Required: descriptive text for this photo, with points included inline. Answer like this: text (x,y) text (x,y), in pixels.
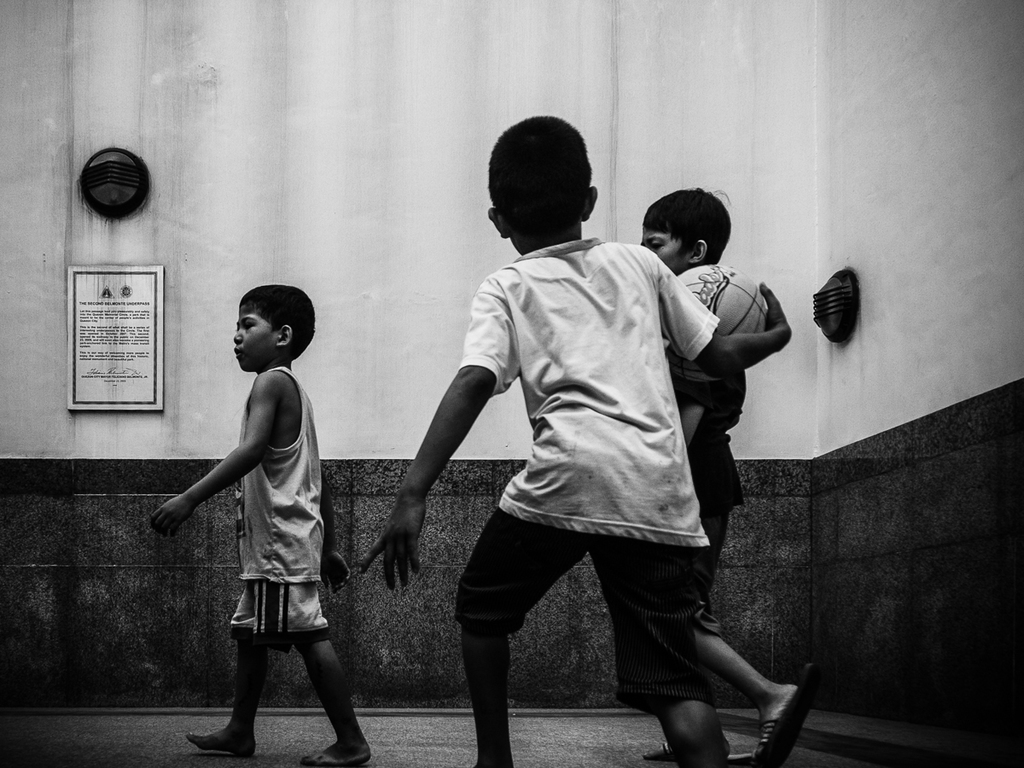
It looks like a black and white picture. We can see there are three kids (291,410) walking on the path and a kid (539,303) is holding a ball (724,304). Behind the kids (677,377) there is a wall (241,166) with a board (120,283) and some objects (855,309).
